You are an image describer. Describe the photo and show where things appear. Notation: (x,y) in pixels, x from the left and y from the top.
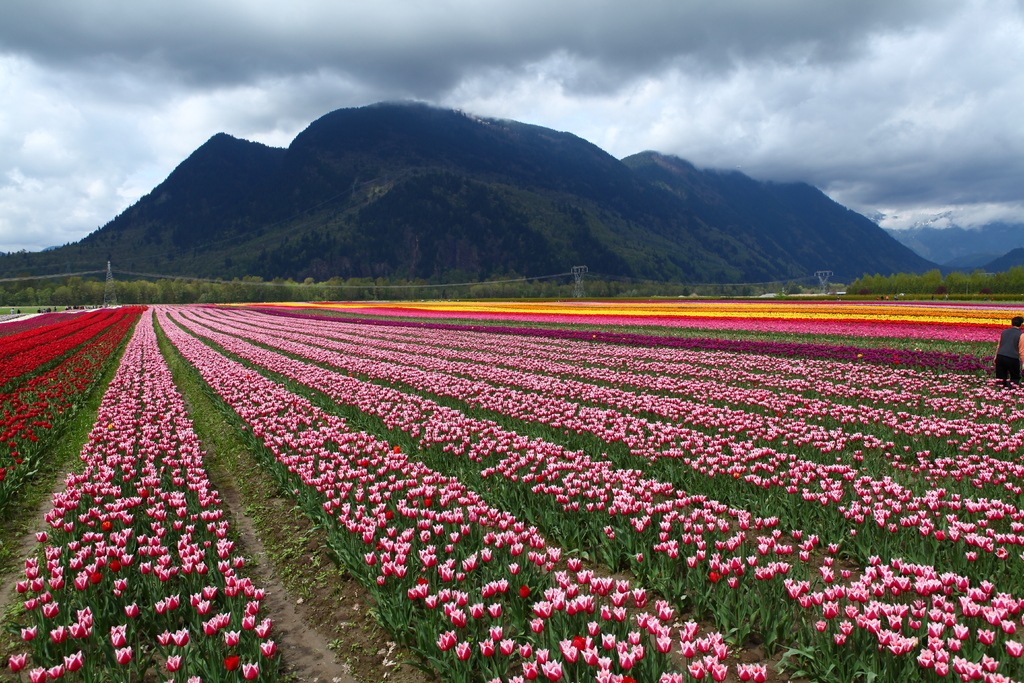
In this picture we can see different colors of flowers (234,371) here, there are some leaves (776,610) here, on the right side (1005,351) there is a person (1019,353) standing, in the background (540,226) there is a hill (501,150), we can see a cloudy sky (584,33) at the top of the picture (538,26), we can see some trees (184,286) here.
